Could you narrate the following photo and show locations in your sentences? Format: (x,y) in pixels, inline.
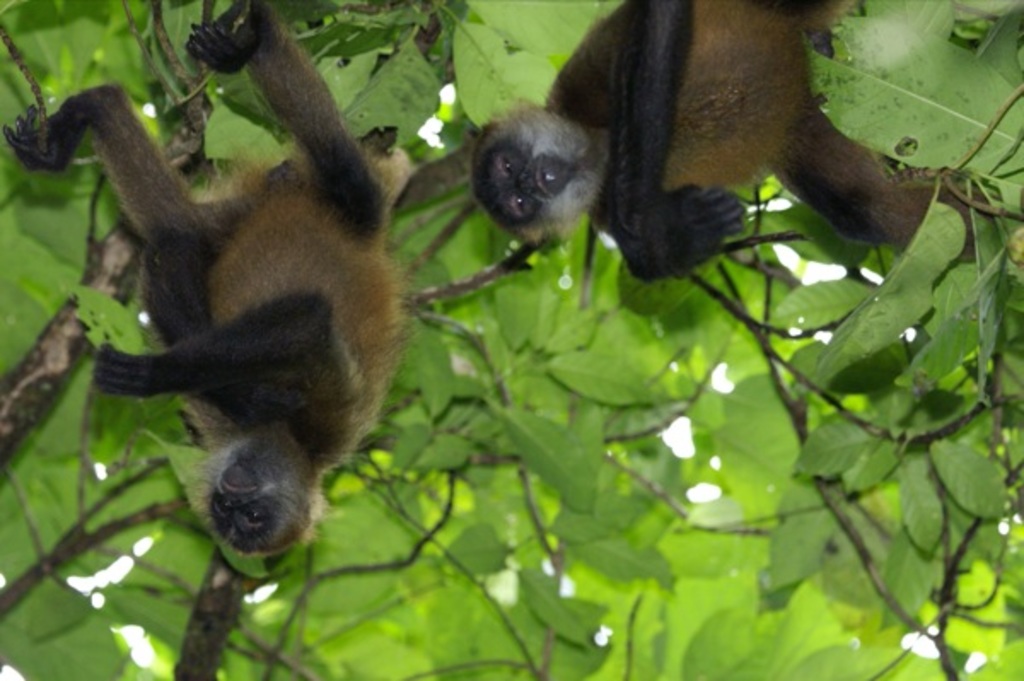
This picture contains two spider monkeys (626,92) climbing trees (510,243). Behind them, we see trees (623,545) which are green in color. This picture might be clicked in a zoo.
